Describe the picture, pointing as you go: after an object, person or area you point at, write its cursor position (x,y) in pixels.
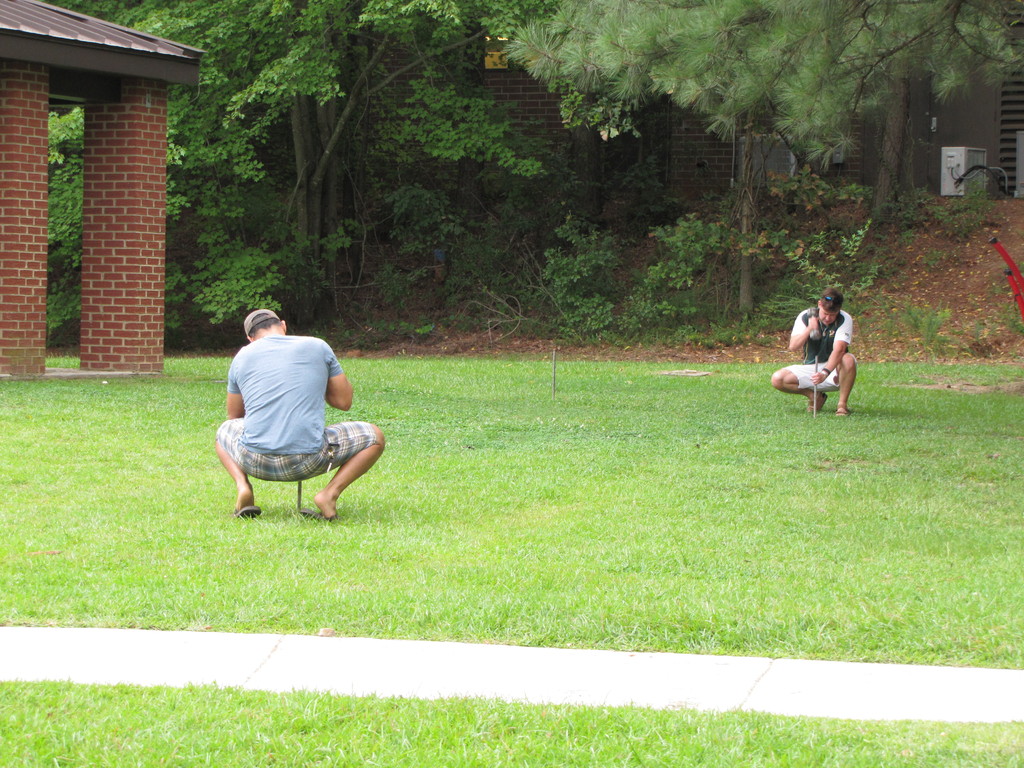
In this image I can see two persons (243,410). In front (258,414) the person (300,398) is wearing blue, gray and white color dress (288,456). Background (35,93) I can see few trees (479,9) in green color and I can also see few pillars (108,236) in brown color.
